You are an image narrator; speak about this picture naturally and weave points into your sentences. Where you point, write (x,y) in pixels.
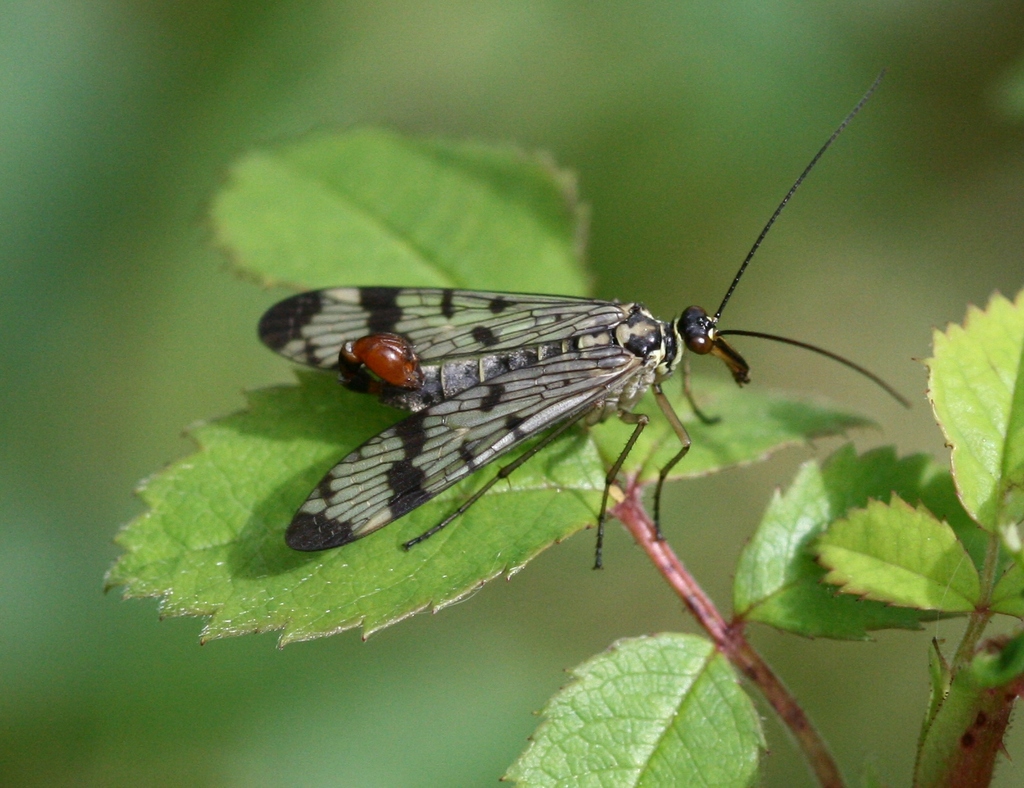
In this image we can see a insect (584,421) on the leaf (609,437). The background of the image (496,58) is blur.
